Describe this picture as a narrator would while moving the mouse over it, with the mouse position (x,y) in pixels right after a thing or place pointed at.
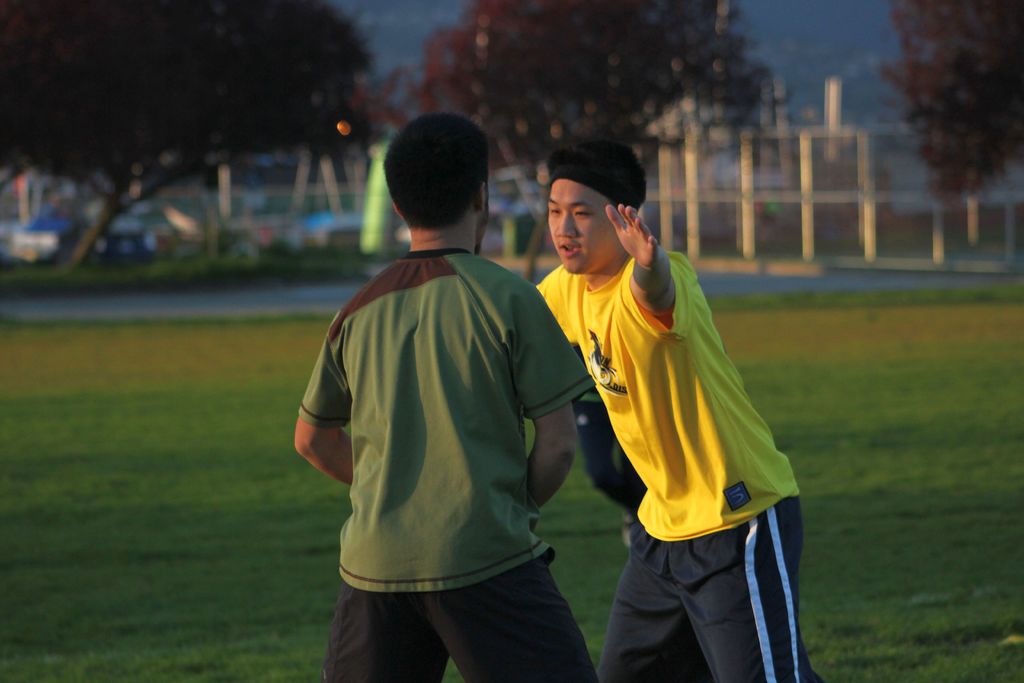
In this image in the front (561,343) there are persons (571,391) standing. In the center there is grass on the ground (726,330). In the background (345,102) there are trees (345,102) and there is a fence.
